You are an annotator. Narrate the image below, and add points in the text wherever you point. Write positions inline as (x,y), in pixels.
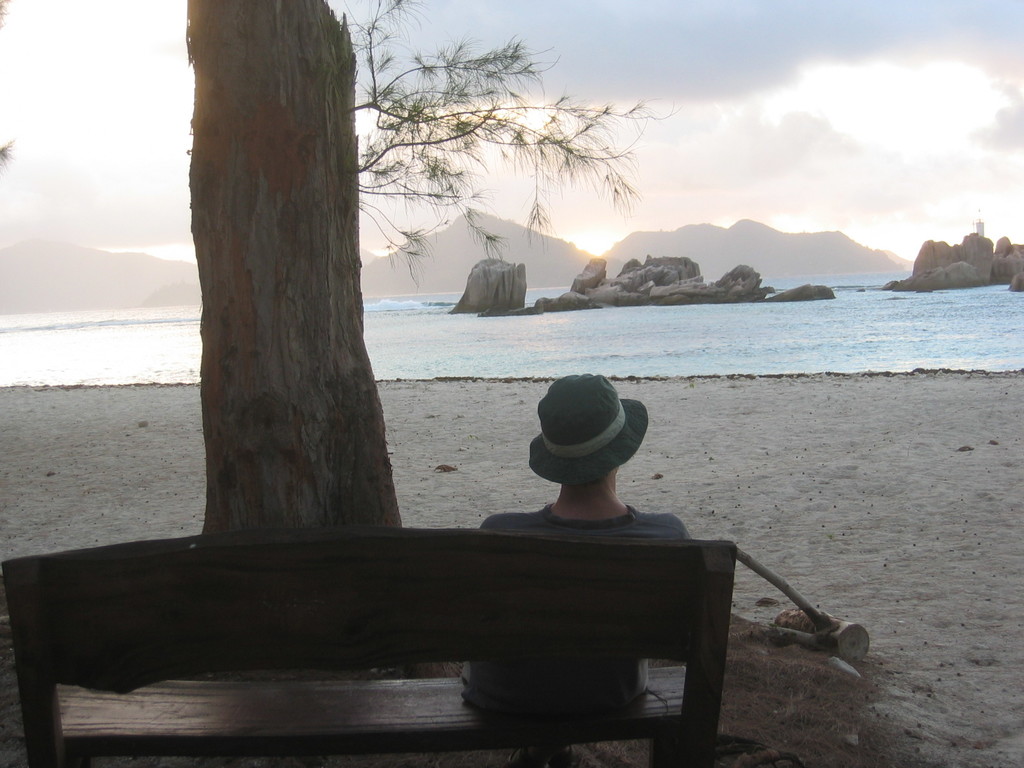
In the image we can see there is a person (542,694) who is sitting on bench (403,705) and in front of the person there is a tree (347,302) and there is an ocean (715,331).
